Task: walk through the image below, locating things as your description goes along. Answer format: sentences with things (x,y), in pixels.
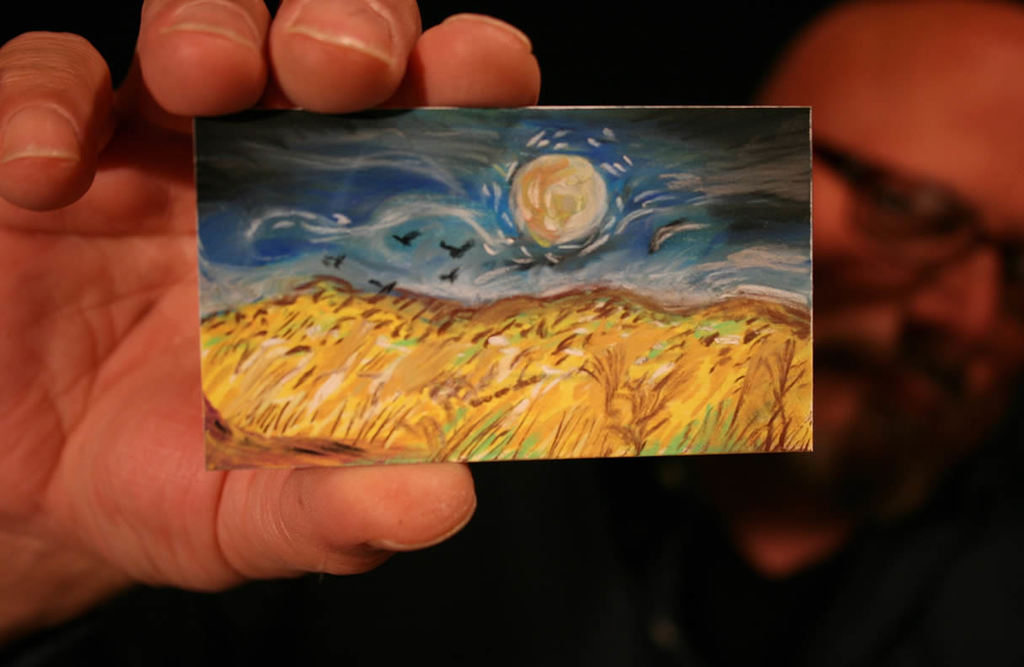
Background (626,18) portion of the picture is blur. In this picture we can see a man (957,179) wearing spectacles (904,236) and he is holding a card (735,126). We can see painting (724,120) on the card (368,438).
